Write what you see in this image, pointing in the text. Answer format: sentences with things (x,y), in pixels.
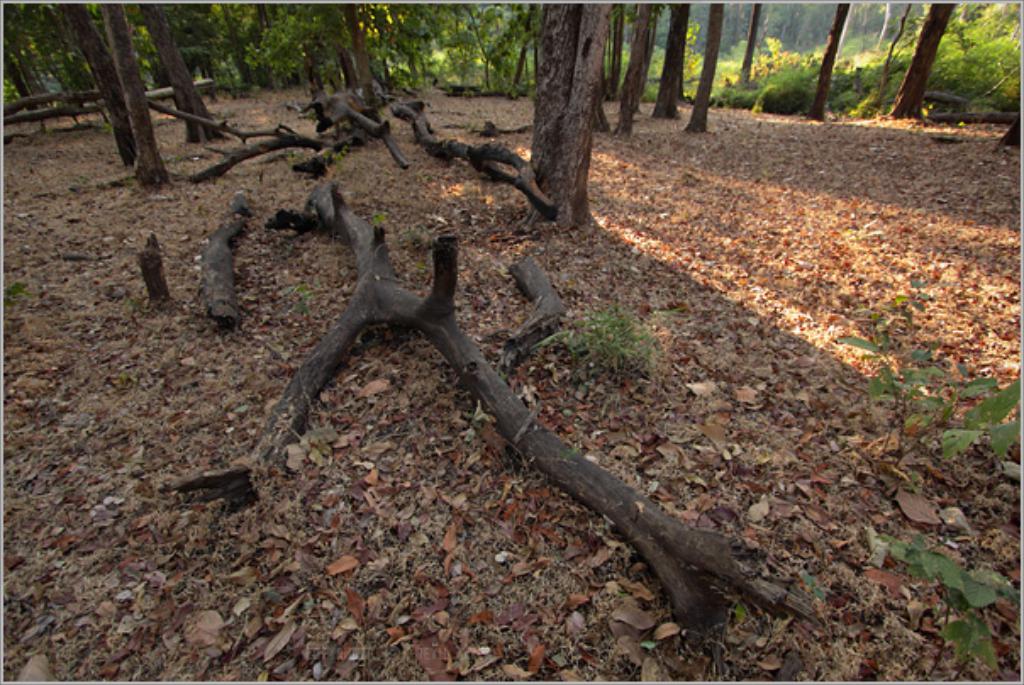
On ground (45,208) there are dried leaves (416,479) and branches (388,140). Background (972,68) there are plants (793,83) and a number of trees (460,33).
